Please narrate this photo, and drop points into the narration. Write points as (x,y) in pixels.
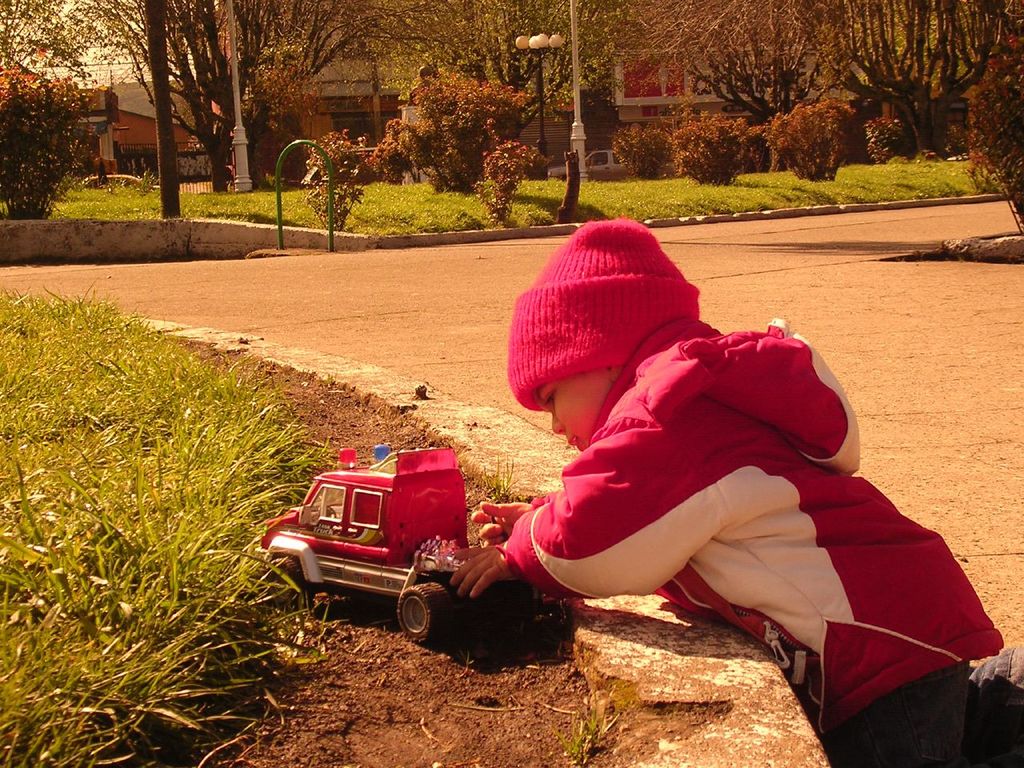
In this image I can see the person (867,745) playing with the toy car (348,529) and the person (805,461) is wearing pink color dress (899,535) and pink color cap (609,314). In the background (575,157) I can see few light poles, plants (440,184) and trees (403,31) in green color and the sky (110,61) is in white color.
